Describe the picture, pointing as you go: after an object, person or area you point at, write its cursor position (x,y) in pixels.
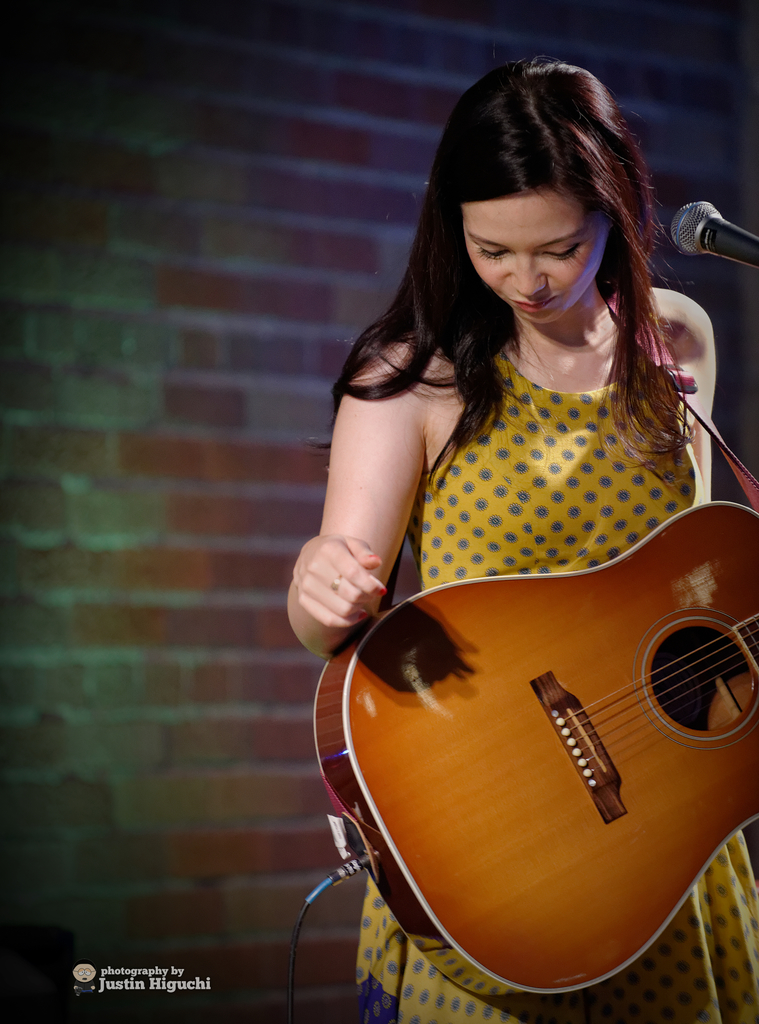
In this image woman (547,538) is standing and holding a musical instrument (559,726) in her hand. There is a mic (721,238) in front of her. In the background (275,229) there is a wall (199,436) with red colour bricks (165,455).
